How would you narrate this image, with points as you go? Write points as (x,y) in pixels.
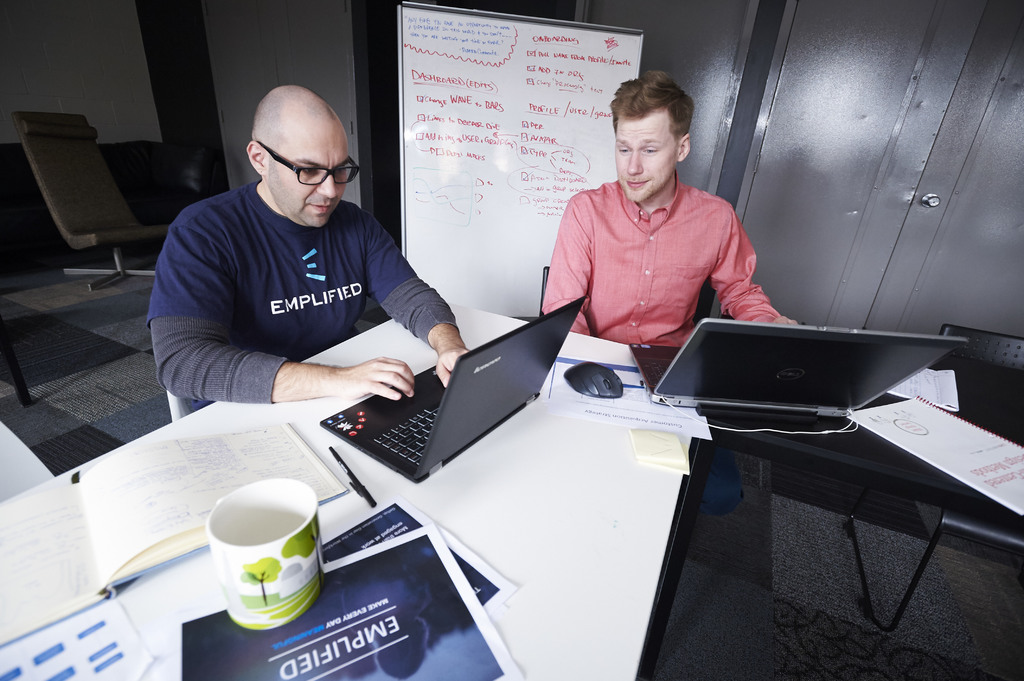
In this picture there are men (243,266) sitting on chairs (546,286) and we can see laptops (851,395), mouse (592,386), papers (634,403), books (925,446), posters (360,603) and pen (332,452) on the table (376,475), board (466,134) and door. In the background of the image (113,322) we can see sofa (134,190), chair (70,161), floor (117,308) and wall (186,67).
